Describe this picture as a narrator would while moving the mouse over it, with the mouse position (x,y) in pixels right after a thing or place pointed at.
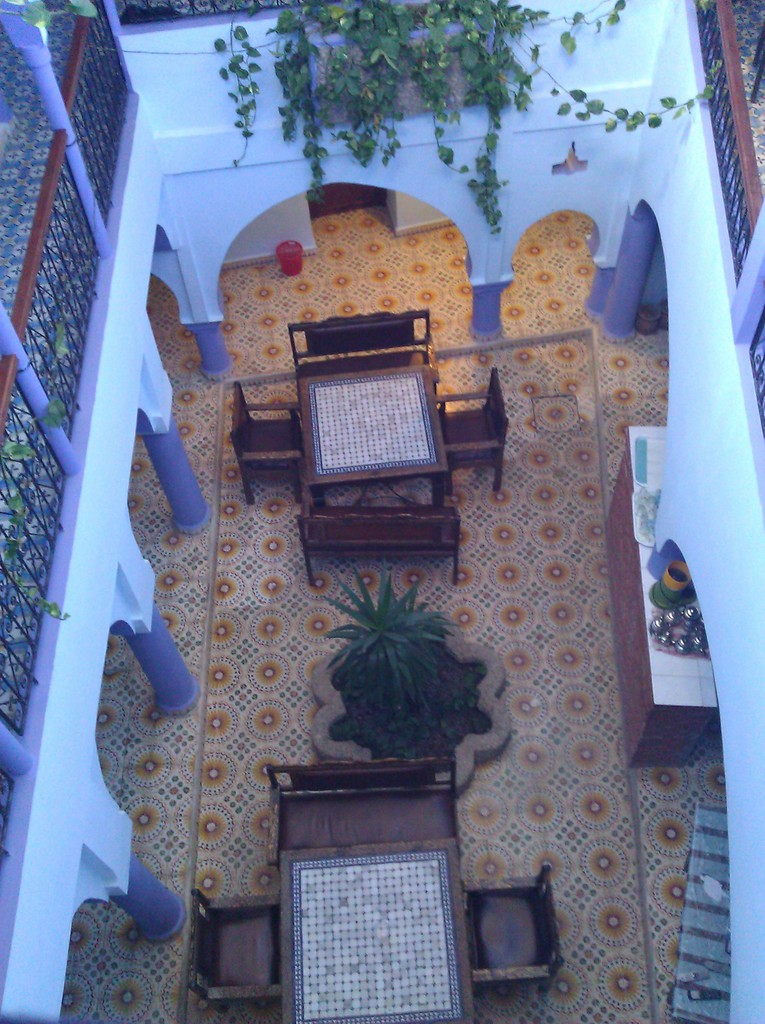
This is the picture of a building (704,244). In this image there are tables (396,411) and chairs (308,569) and there is a plant (403,671). At the top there is a plant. On the right side of the image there are objects (681,657) on the table (719,724). At the top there is a bucket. On the left side of the image (7,651) there is a railing (14,657).
